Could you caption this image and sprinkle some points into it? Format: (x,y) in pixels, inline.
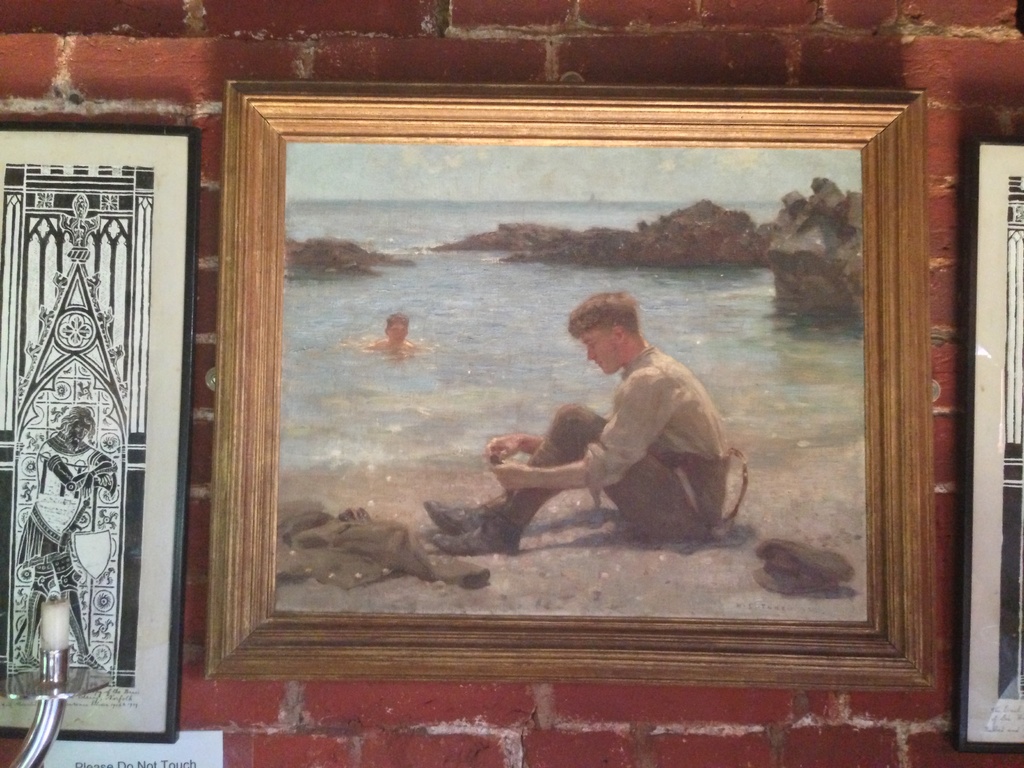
In this image there are three frames (350,393) attached to the wall (131,78), in one frame (267,373) there is a person (660,461) sitting on the seashore (412,510), another person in water (407,237), rocks (838,257), sky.
